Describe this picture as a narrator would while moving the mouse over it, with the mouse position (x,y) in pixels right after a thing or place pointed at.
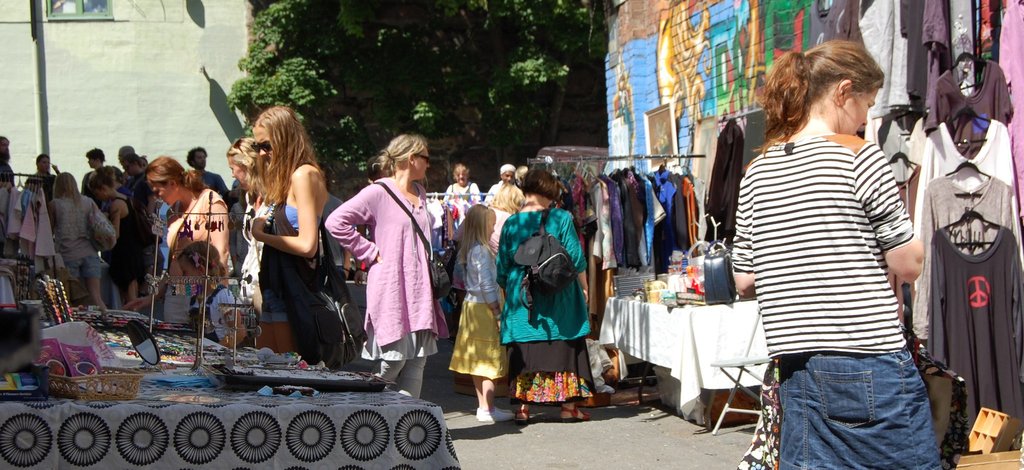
In this image we can see many persons (574,235) standing on the road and we can also see some stores (586,199). On the right side of the image (762,71) we can see wall (653,80). In the background (488,57) we can see tree (285,53) and building (156,60).
